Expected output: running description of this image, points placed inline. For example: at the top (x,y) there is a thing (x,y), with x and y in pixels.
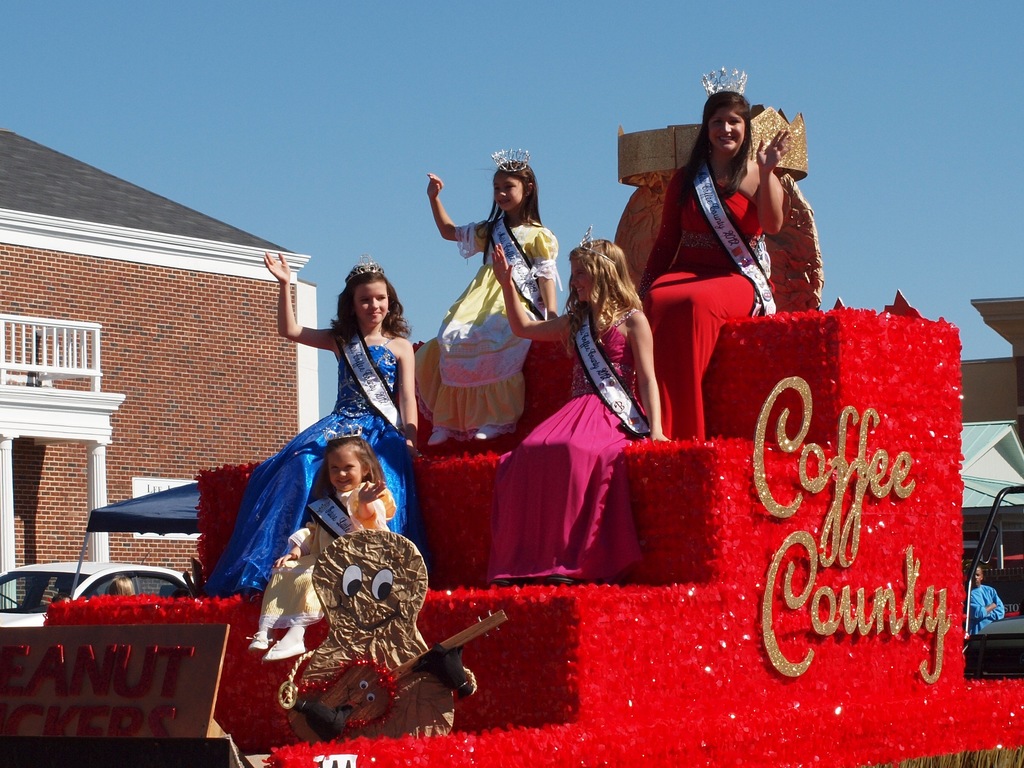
This picture is clicked outside. In the center (348,322) we can see the group of people (550,421) wearing dresses (350,407), crowns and sitting on a red color object (780,600) and we can see the text (790,447) is attached to that object (750,544). In the background (196,97) we can see the sky (396,127), houses (1016,298), car (48,596) and some persons (132,580). In the foreground (165,715) we can see the text (103,687) on the board (182,633) and we can see some other items (375,728).
